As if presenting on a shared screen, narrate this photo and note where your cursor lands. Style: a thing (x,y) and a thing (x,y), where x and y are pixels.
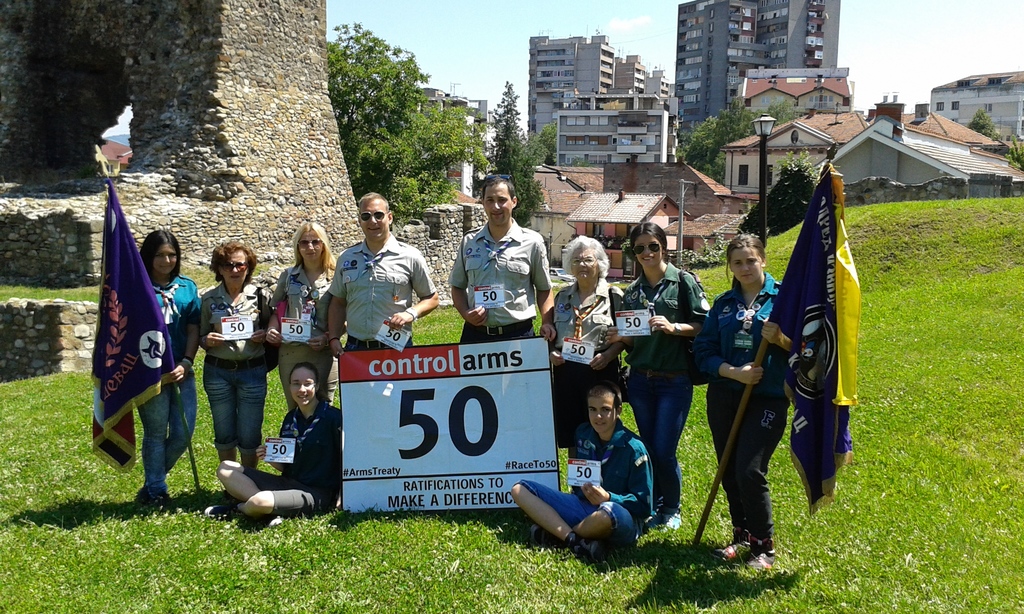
In this image I can see the ground (927,516), some grass (927,516), few persons (611,312) standing and sitting holding few flags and banners (445,418). In the background (409,218) I can see few buildings (837,134), few trees (742,129) and the sky (1006,67).
